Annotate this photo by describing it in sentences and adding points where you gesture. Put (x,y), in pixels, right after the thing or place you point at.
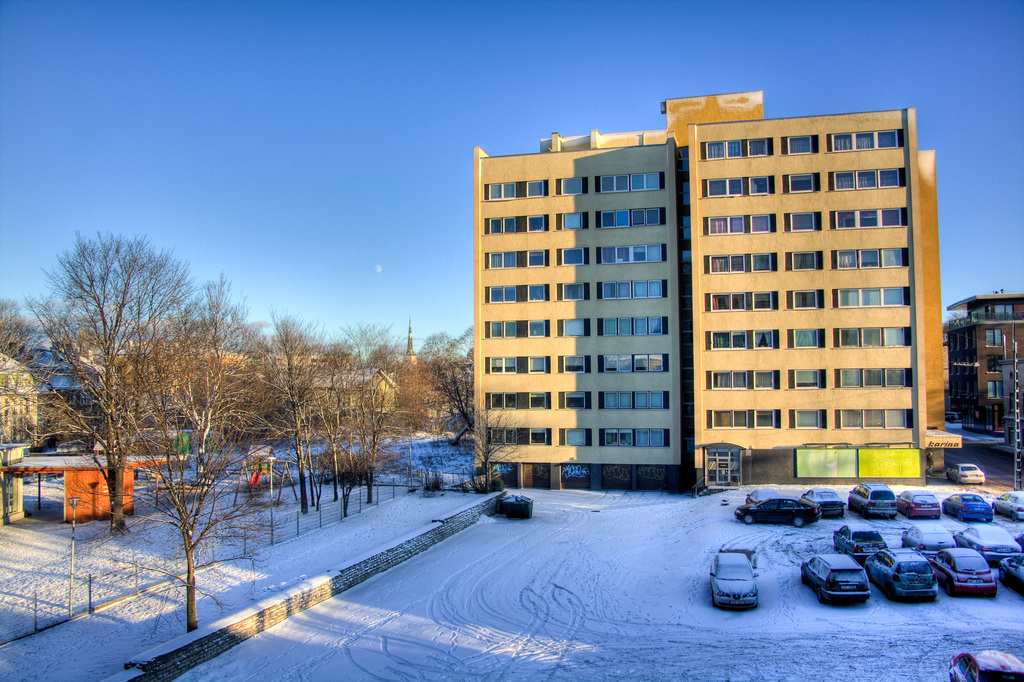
In this picture I can see buildings (886,353) and few cars (999,510) parked and I can see trees (357,459) and snow (468,574) and I can see a blue sky (460,150).
